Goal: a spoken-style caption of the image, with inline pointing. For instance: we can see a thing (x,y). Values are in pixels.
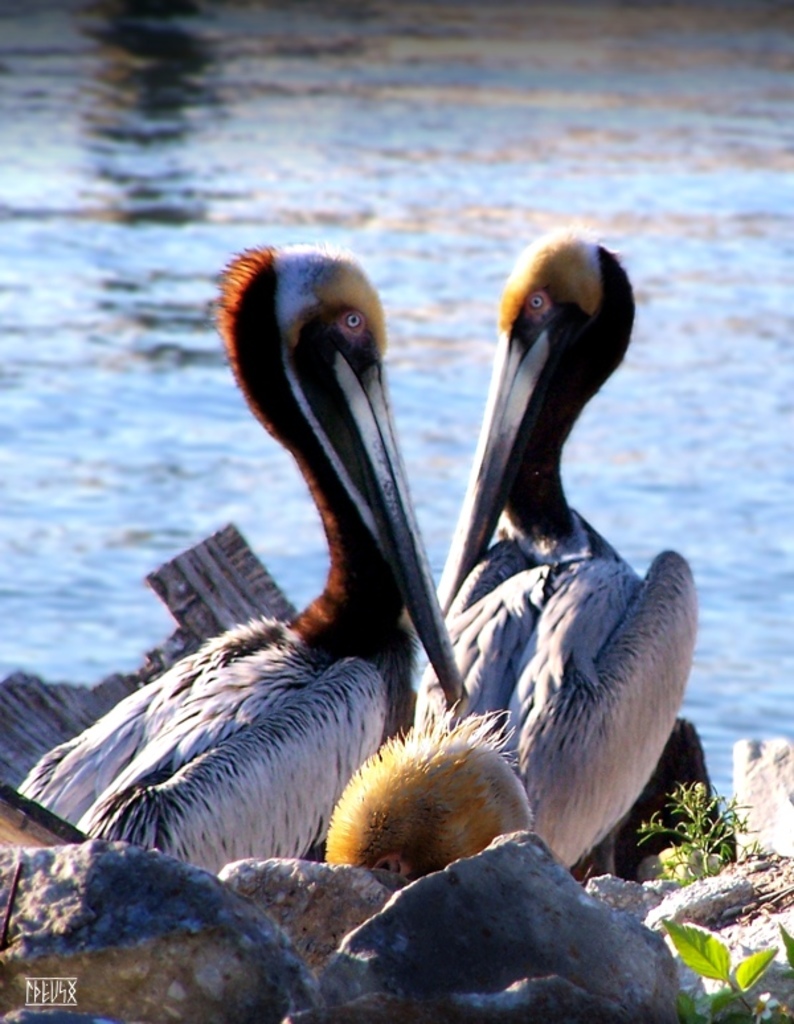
There are birds (419,622), stones (466,1013), and plants (704,854). In the background (360,112) we can see water (643,403).
